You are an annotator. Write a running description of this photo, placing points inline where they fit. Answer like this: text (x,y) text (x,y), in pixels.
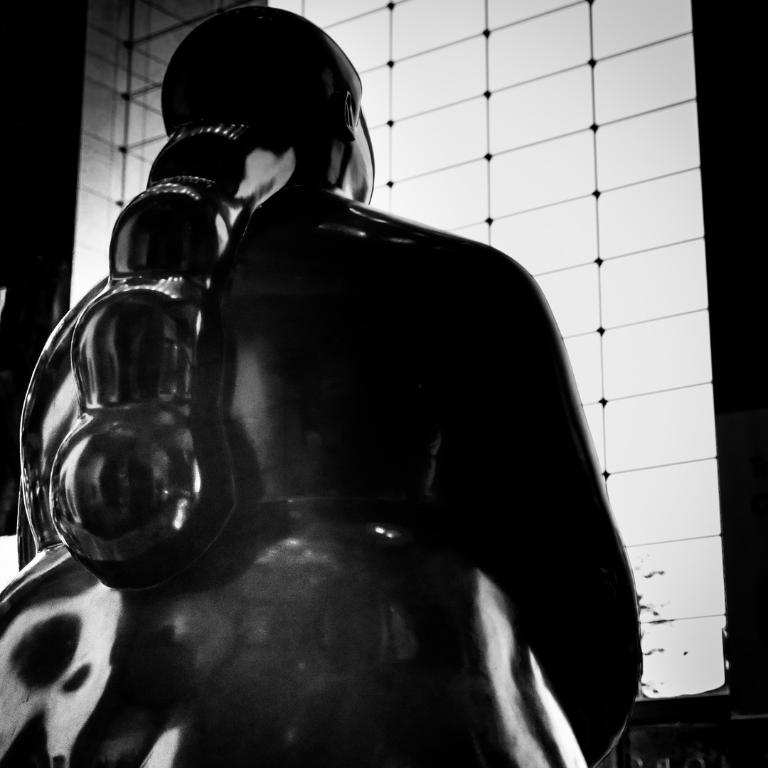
In this picture we can see a statue (311,387) in the front (311,387), it looks like a window (575,121) in the background (609,108), it is a black and white image.
